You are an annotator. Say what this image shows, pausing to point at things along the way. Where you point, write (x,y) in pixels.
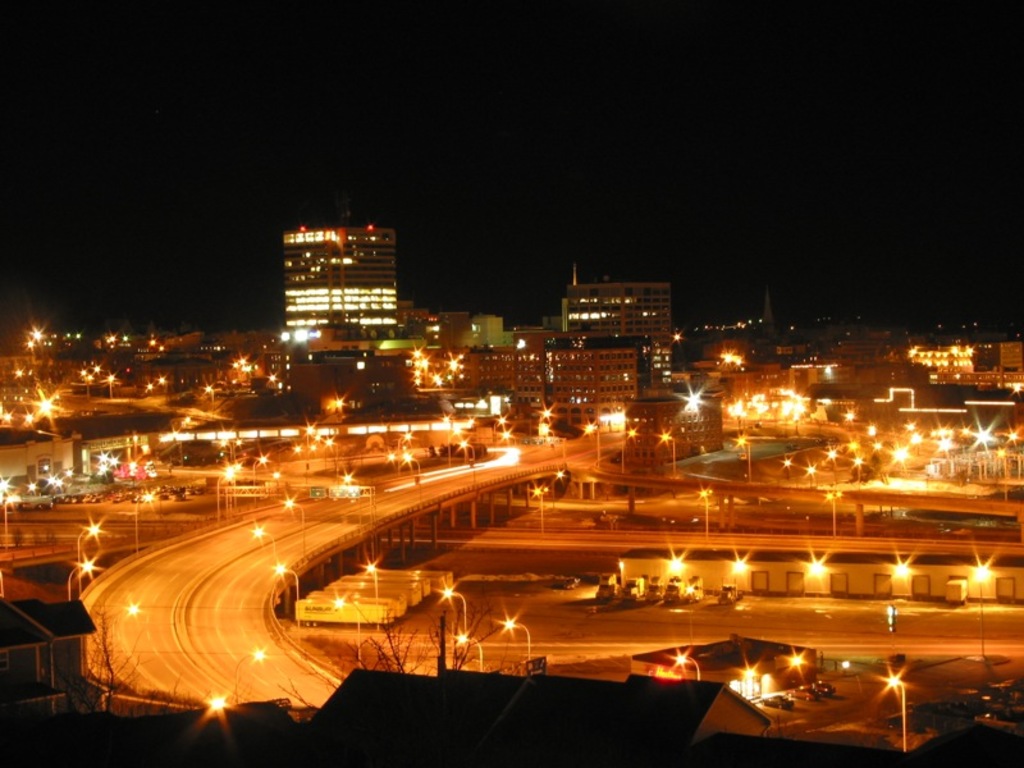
In this image we can see some vehicles (401,607) parked on the ground (424,627), we can also see some bridges (509,486) with pillars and some light poles (543,522). In the foreground of the image (456,661) we can see some trees (100,675). In the background of the image (327,361) we can see a group of buildings (341,341) with windows (297,262) and lights (732,408). At the top of the image (588,80) we can see the sky (624,76).
